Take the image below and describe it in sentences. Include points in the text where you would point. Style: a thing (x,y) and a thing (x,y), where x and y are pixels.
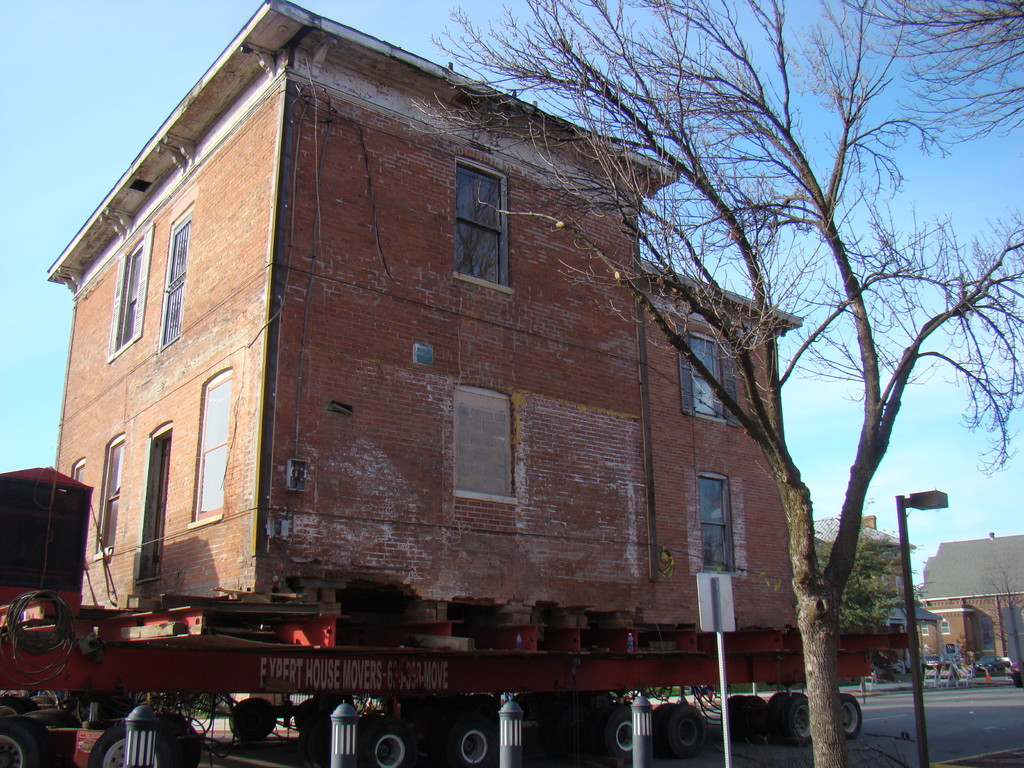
In this picture we can see a building (198,453) on a vehicle (426,656) and the vehicle (459,682) is on the road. In front of the building (561,405) there is a tree (819,634) and poles (723,698) with a light (934,494) and a board (699,613). On the right side of the building (657,579) there are trees (867,572), a vehicle (986,664), buildings (966,574) and the sky (920,431).
